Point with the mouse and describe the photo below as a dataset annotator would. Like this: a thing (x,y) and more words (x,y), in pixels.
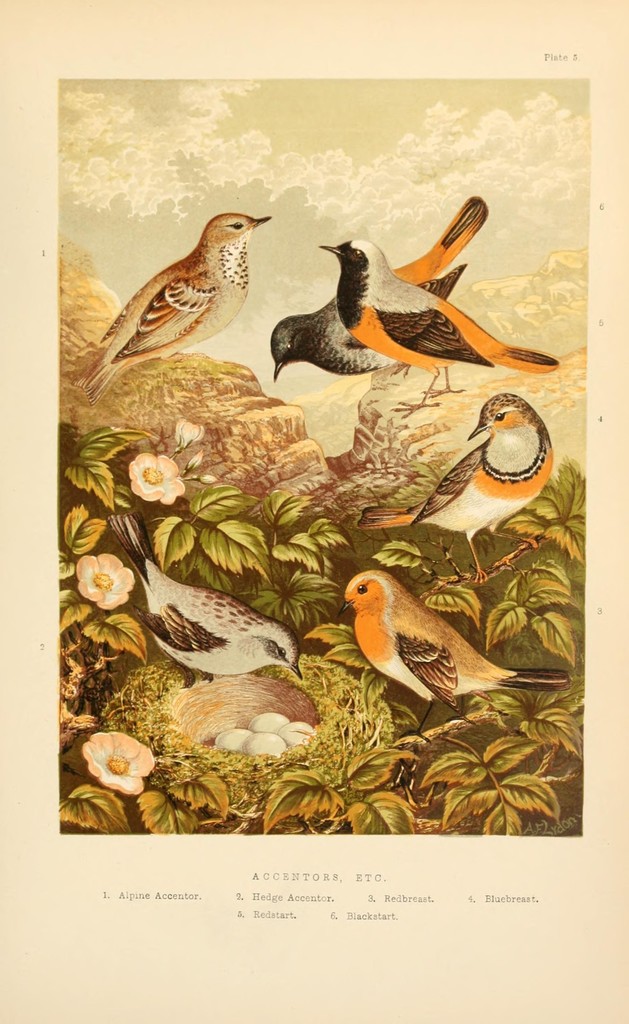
In this image I can see few birds (477,527) in multi color, I can also see few flowers (117,576) in white color, eggs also in white color and the leaves (390,750) are in green color.
